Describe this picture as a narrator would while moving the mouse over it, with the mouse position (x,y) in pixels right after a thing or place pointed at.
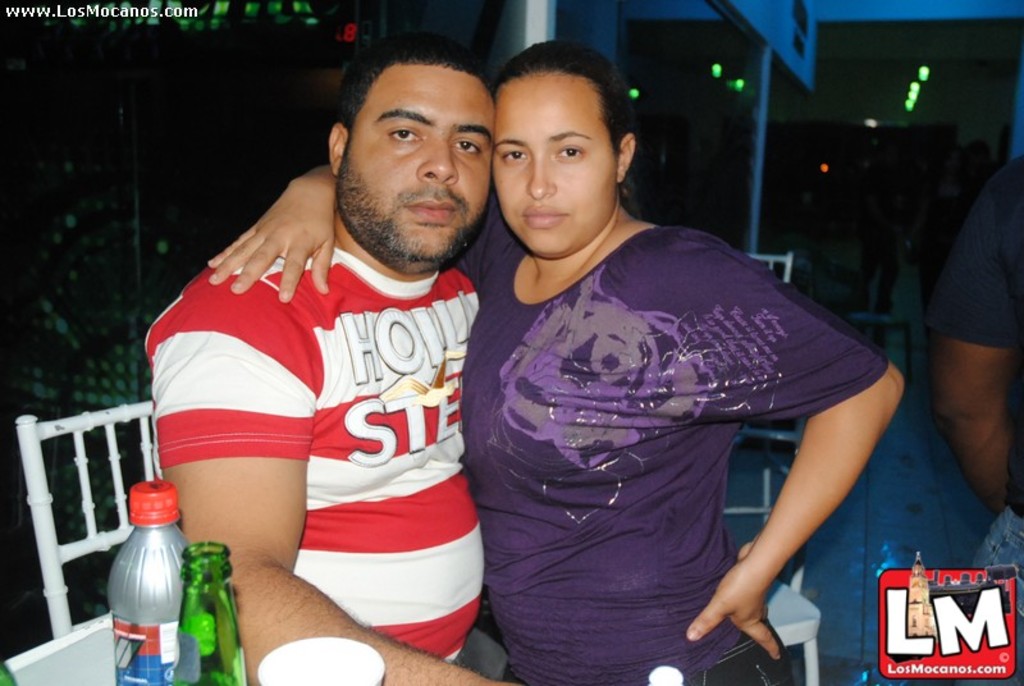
In this image there are two persons (268,551), there are bottles (115,612) and a glass (321,664) on the table (39,661), there are chairs (49,604), and in the background (950,358) there are group of people (1001,458) standing, and there are watermarks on the image.
